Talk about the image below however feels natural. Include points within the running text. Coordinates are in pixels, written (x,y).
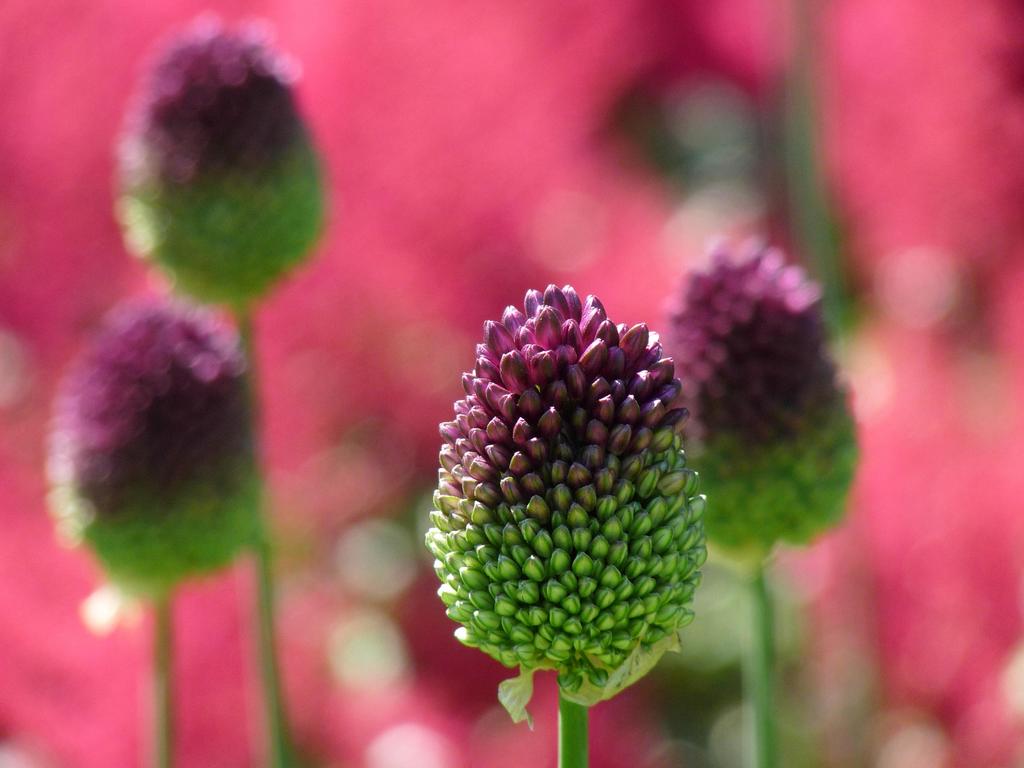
In this picture we can see buds (147,309) with stems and in the background (916,628) it is blurry.
